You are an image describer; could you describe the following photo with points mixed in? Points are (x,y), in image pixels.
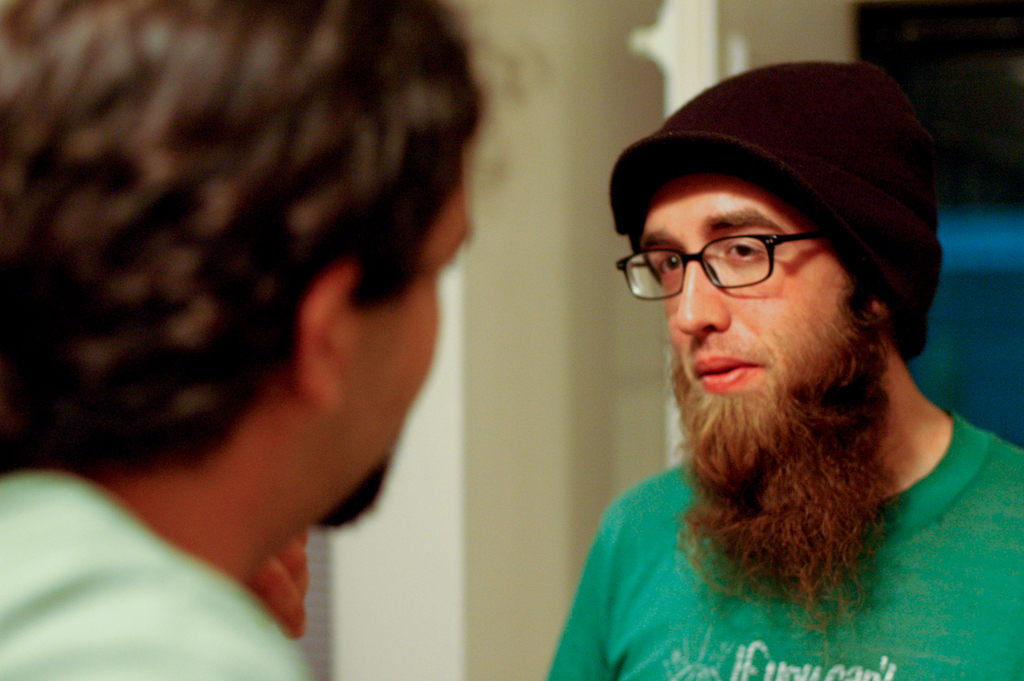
In this image we can see this person (857,556) wearing green color T-shirt (658,587), spectacles (656,260) and the cap (795,201) is looking at this person (279,415). On the left side of the image (293,282) we can see a person (311,438) where the image is slightly blurred. In the background (489,93), we can see the wall (593,117).
